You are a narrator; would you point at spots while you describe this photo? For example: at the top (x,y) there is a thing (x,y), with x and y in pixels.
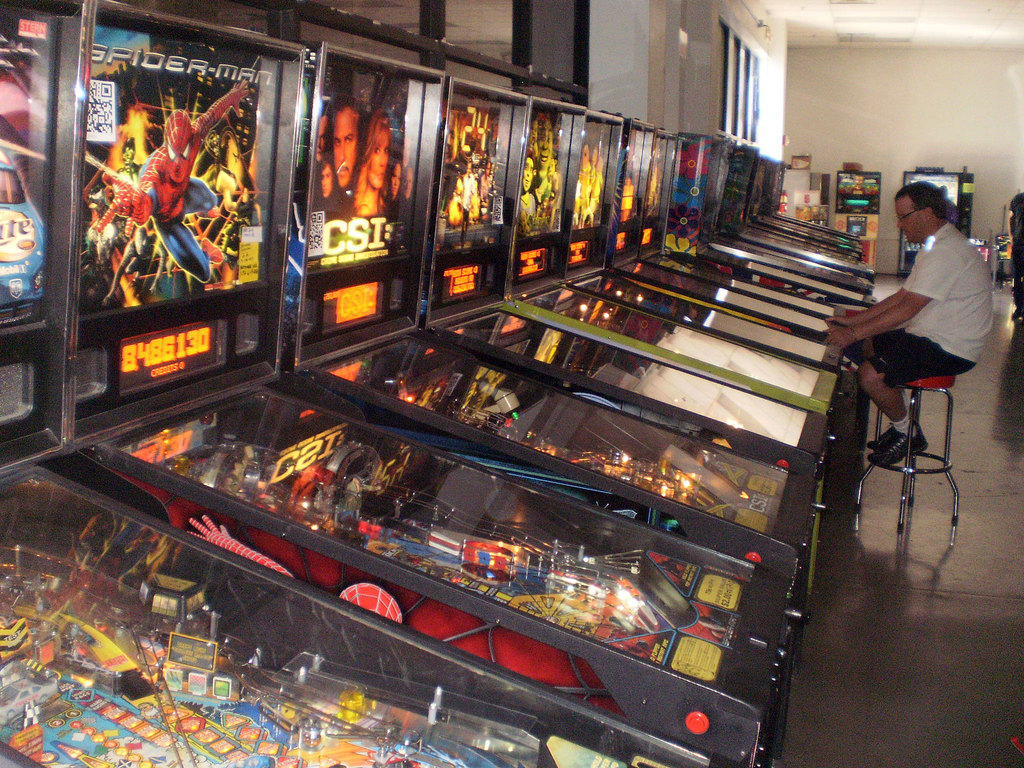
There are many pinball machines (434,302). On the right side (914,432) there is a person (929,280) wearing specs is sitting on a stool (915,417). In the back (882,91) there is a wall (834,79).
